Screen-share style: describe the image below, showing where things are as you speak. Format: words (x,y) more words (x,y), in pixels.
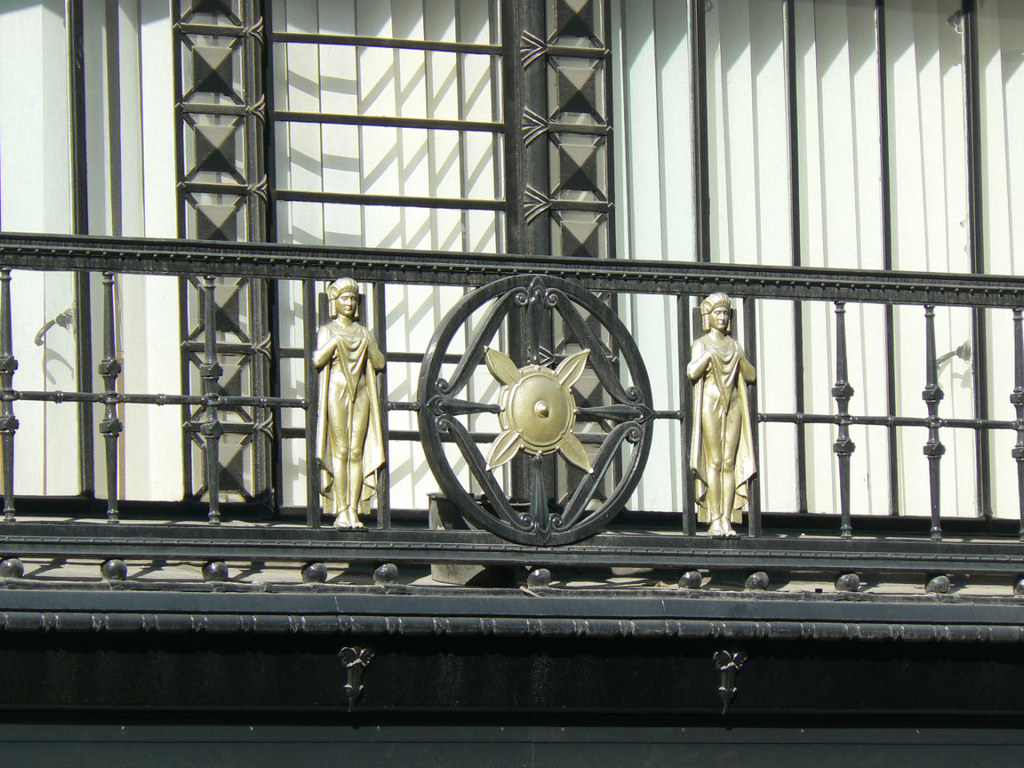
As we can see in the image there is a building (187,144), window blinds (378,161) and two statues (710,392).
